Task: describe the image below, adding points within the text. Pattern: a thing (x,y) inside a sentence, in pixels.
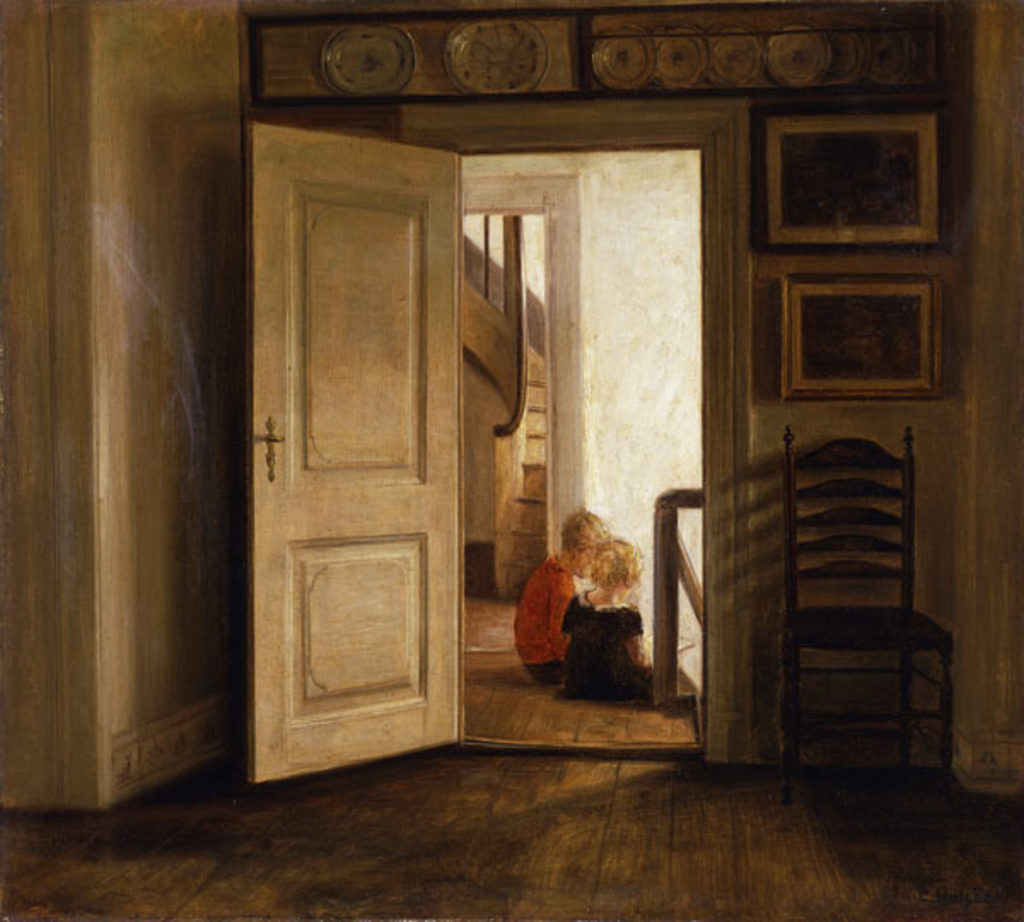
In this picture we can see painting (568,800). We can see chair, floor (568,781), frames (887,355) on the wall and plates (685,78). There are two kids (637,631) sitting and we can see wall (532,264), railing (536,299) and steps (530,497).
